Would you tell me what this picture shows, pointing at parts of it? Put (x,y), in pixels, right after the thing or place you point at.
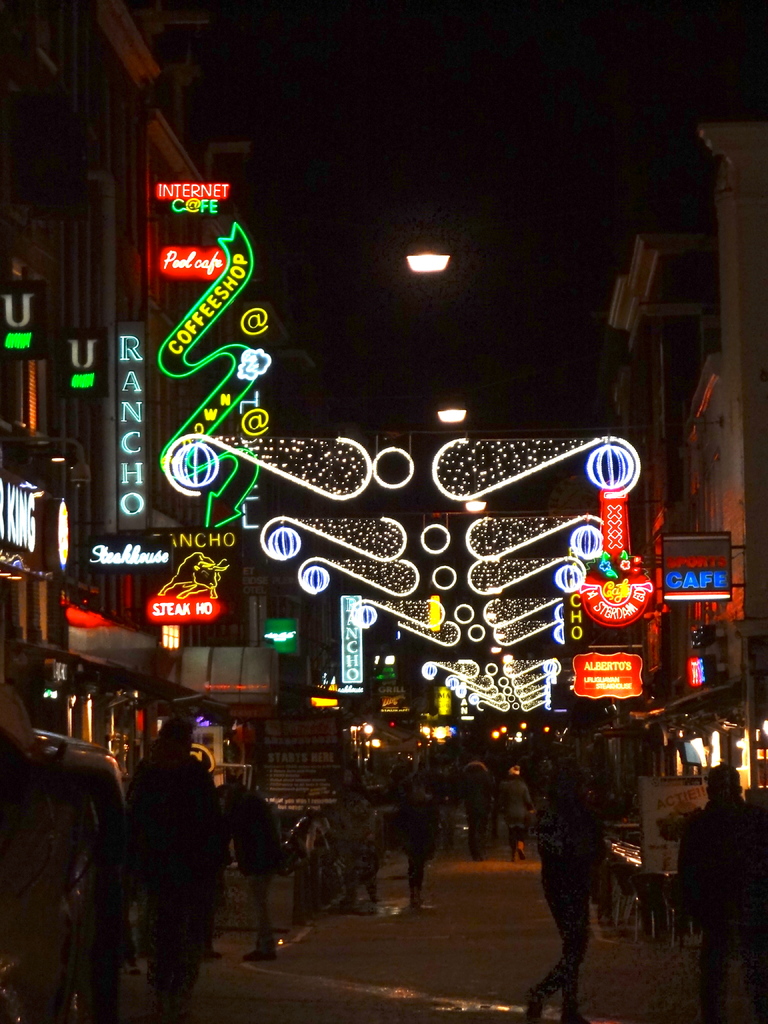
In this image I can see some people (256,877) on the road (424,870). On the left (2,393) and right side (734,507), I can see the buildings (146,685) with some text (123,370) written on it. I can see the lights (445,260) at the top (433,265).
